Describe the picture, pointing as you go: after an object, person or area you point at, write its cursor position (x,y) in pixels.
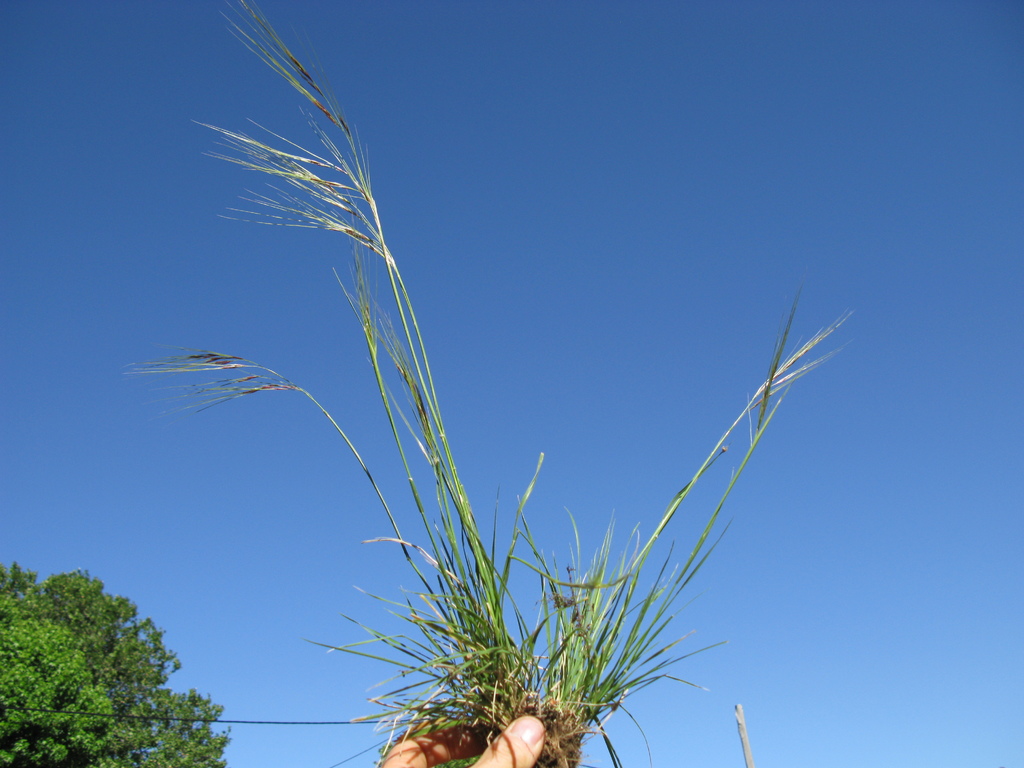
At the bottom of the image (485,758), we can see a person's finger (490,755) holding a grass (498,666). On the left side (48,726) bottom corner, there is a tree (105,719) and wire (147,718). Background (711,96) we can see the sky (592,463).
